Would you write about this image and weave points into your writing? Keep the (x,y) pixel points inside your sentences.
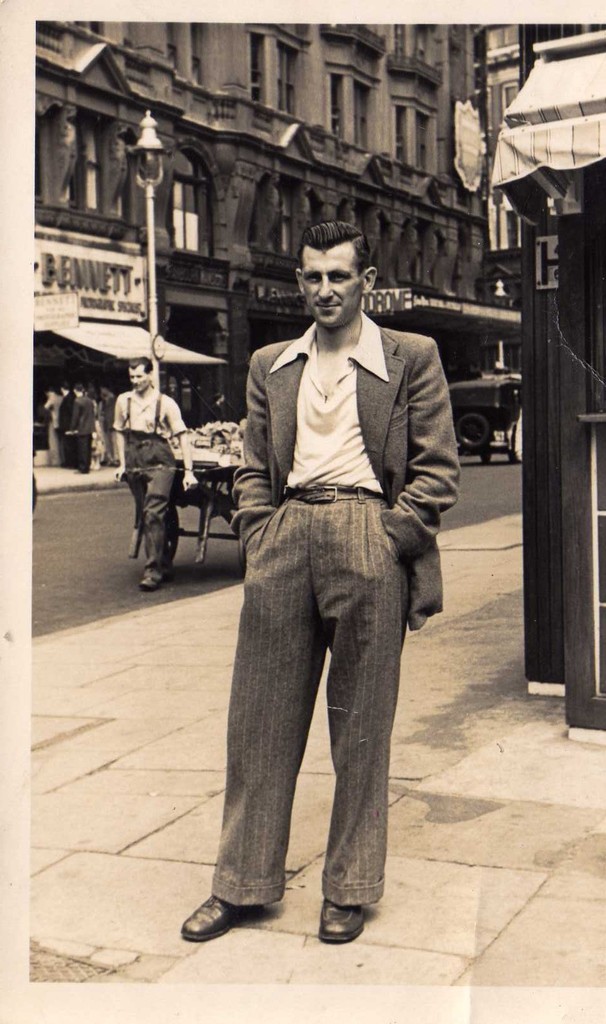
This is a black and white image. There are a few people (276,482), building (328,216), a pole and a vehicle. We can see the ground (511,476). We can see a board (116,315) with some text (81,289). We can also see the shed (73,331) and a trolley (206,483) with some objects (219,451).
